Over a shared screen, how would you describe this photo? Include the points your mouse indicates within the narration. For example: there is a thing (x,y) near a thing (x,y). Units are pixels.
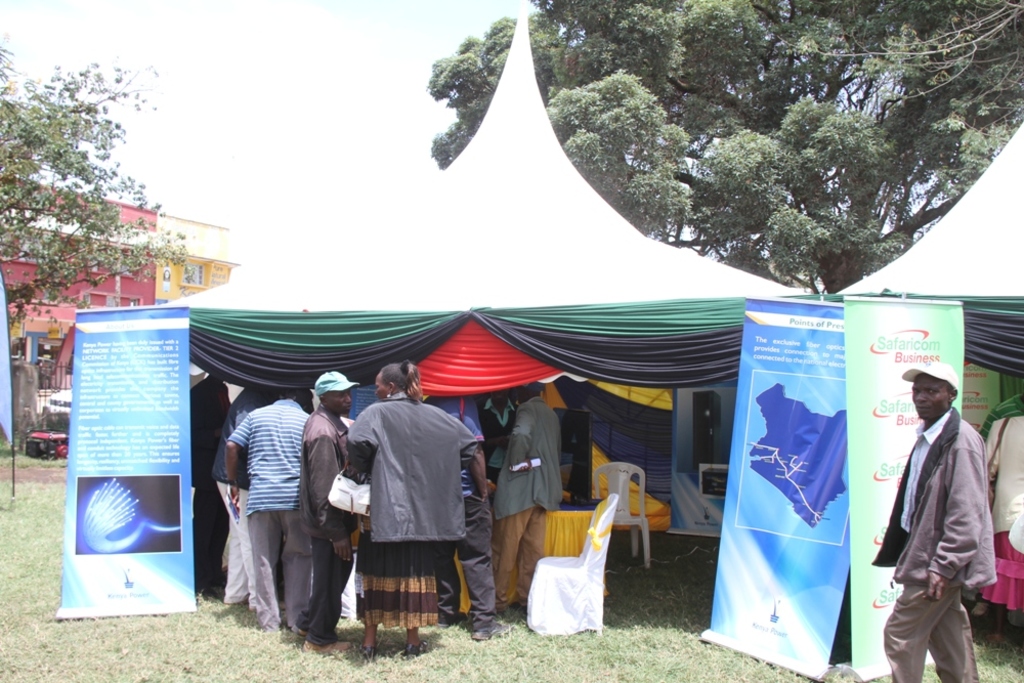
In this image there are tents (472,286) on the ground (177,640). Inside the tents (365,285) there are chairs (582,577), tables (585,511), banners (706,479) and a few people (372,430) standing. Outside the tents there are boards (156,456) with text (134,349). Behind the tents (617,280) there are trees (766,159). To the left (111,297) there are buildings (114,279). There is grass (159,651) on the ground (388,641). At the top (323,45) there is the sky (337,25).
